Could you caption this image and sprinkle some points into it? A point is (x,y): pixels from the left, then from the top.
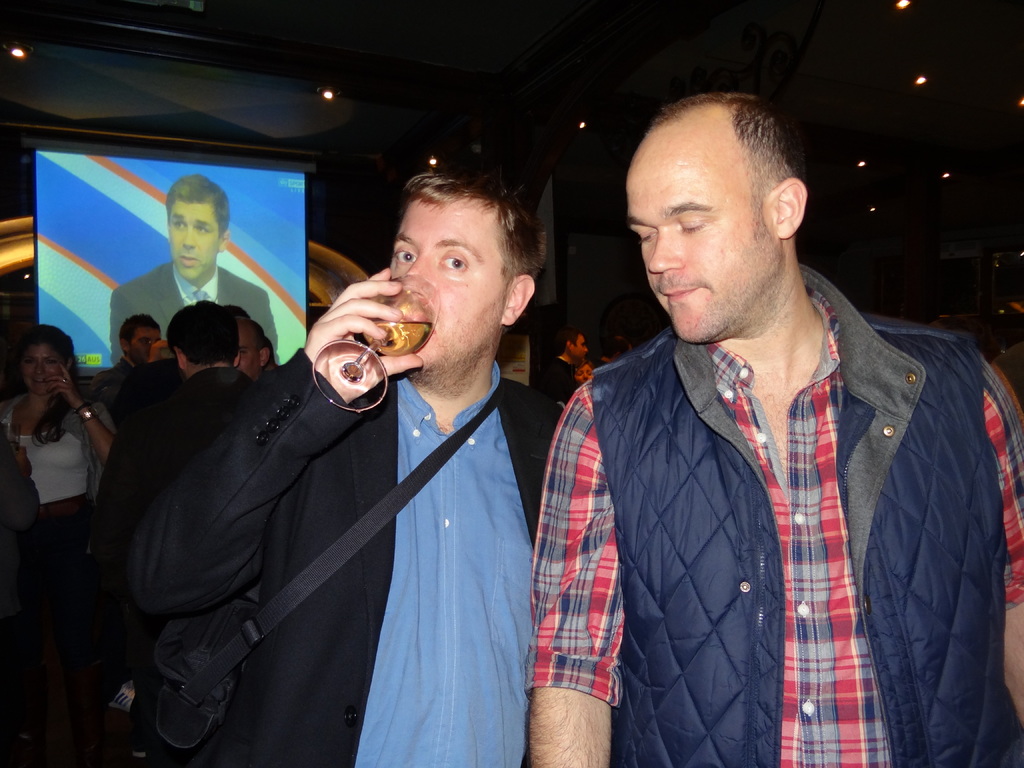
There are two men (583,474) standing and this man (464,375) drinking and holding glass (346,367) and wearing bag (231,614). Background (259,351) we can see people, lights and screen (186,250), in this screen (255,200) we can see a man (213,228).
